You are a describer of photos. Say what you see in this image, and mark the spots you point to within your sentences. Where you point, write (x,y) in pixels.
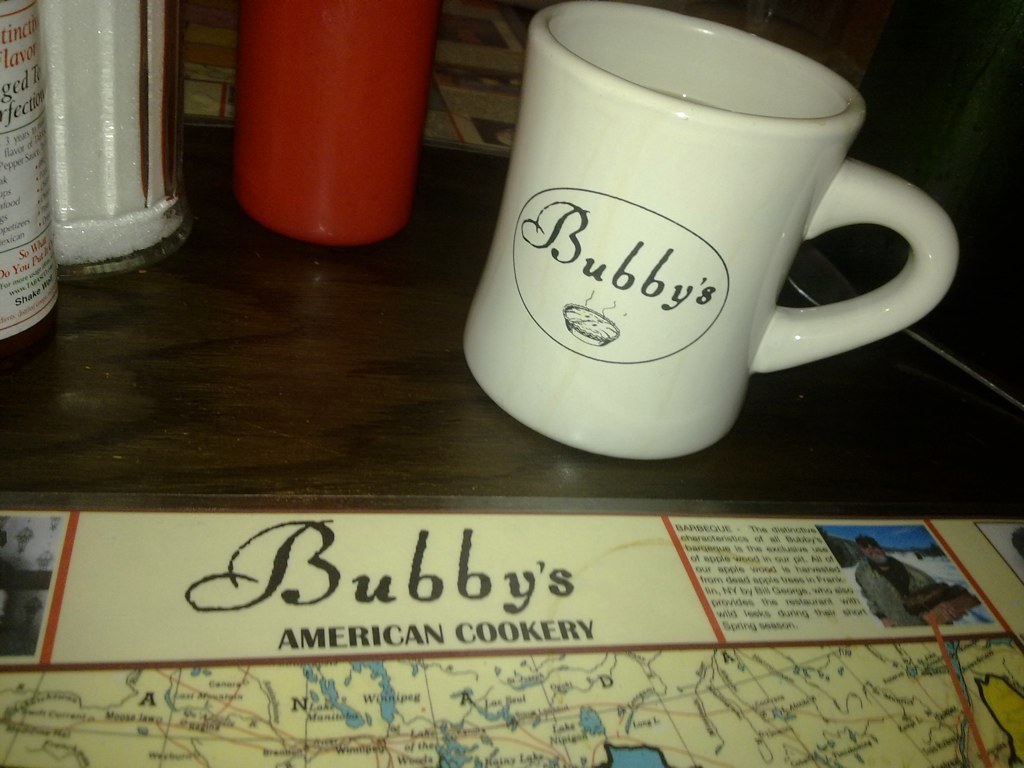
In this picture, we see a white cup (655,214) with text (683,301) written as "Bubby's" is placed on the table (436,385). We even see the red glass (369,130), glass bottle (141,135) and an object (69,217) in white color are placed on the brown table (327,354). At the bottom (326,671), we see a chart (608,609) in yellow color is placed on the table (407,385). In the background (470,71), we see a wooden thing (462,83) which looks like a chair (457,103). In the background (899,101), it is black in color.
